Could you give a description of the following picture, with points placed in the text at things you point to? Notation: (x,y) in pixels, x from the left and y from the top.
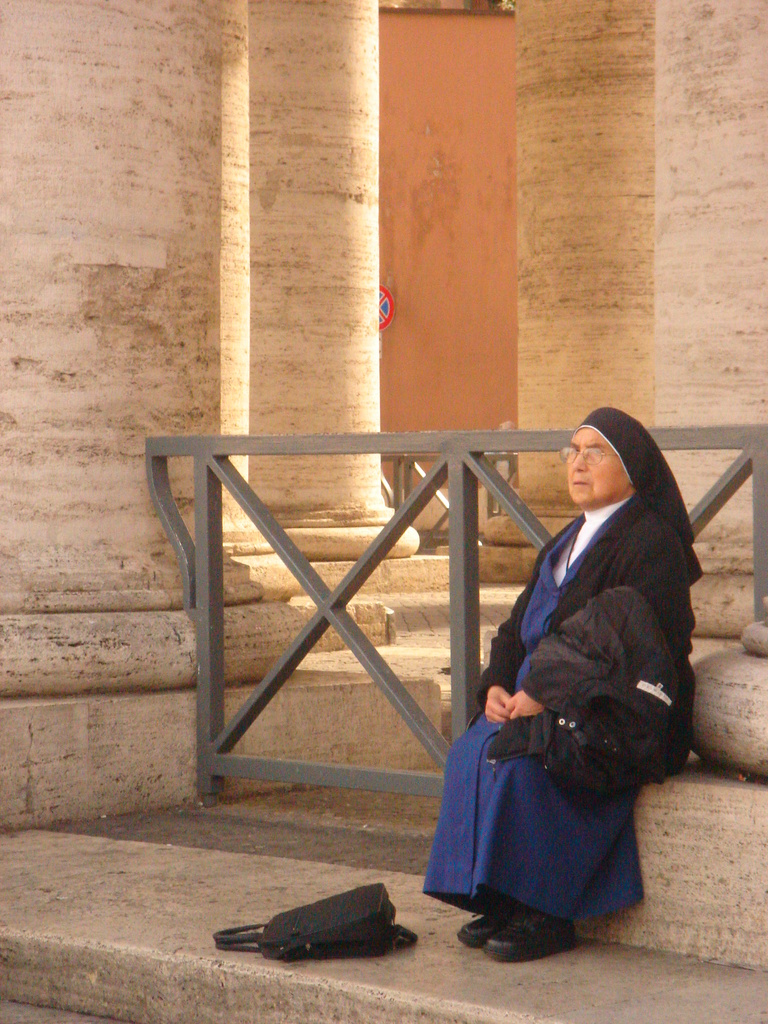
This image consists of a woman (607,857) wearing a blue and black dress (520,802). At the bottom (345,944), we can see a bag (297,934) on the floor (221,889). In the background (742,24), there are pillars (52,331).
